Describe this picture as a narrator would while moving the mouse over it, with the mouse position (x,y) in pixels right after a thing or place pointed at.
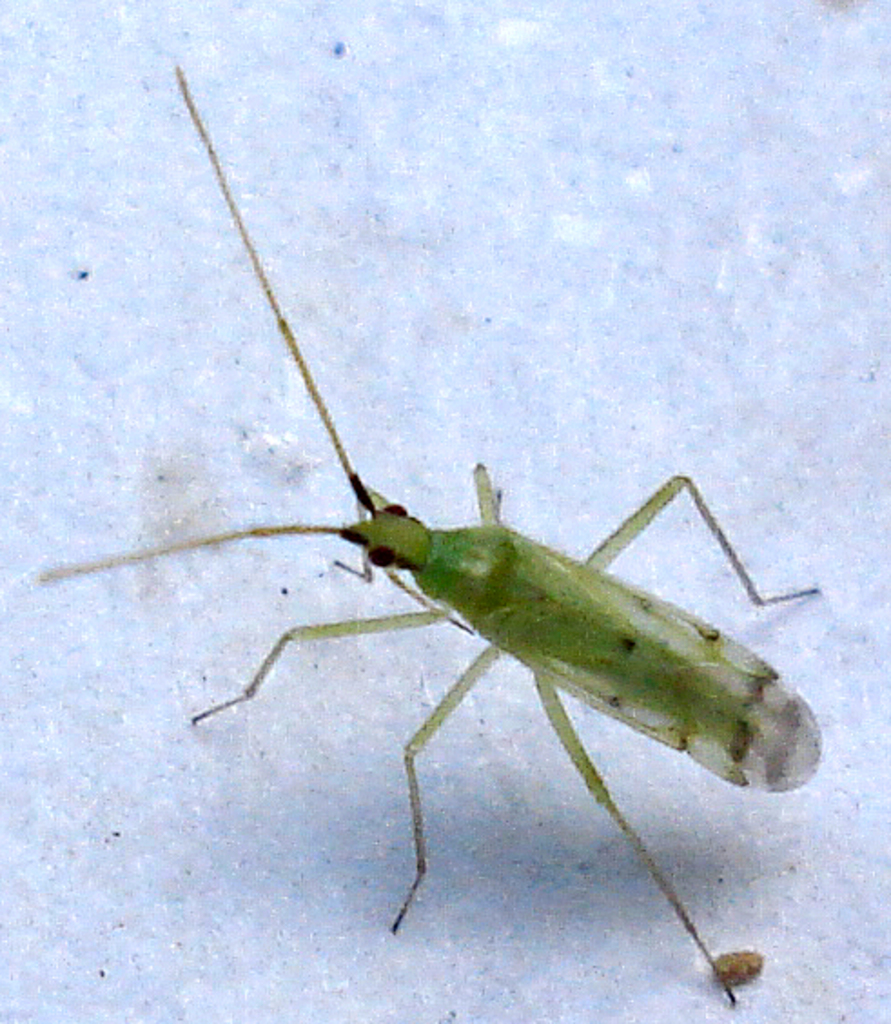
In this picture we can see an insect (764,740) on a surface (799,875).
